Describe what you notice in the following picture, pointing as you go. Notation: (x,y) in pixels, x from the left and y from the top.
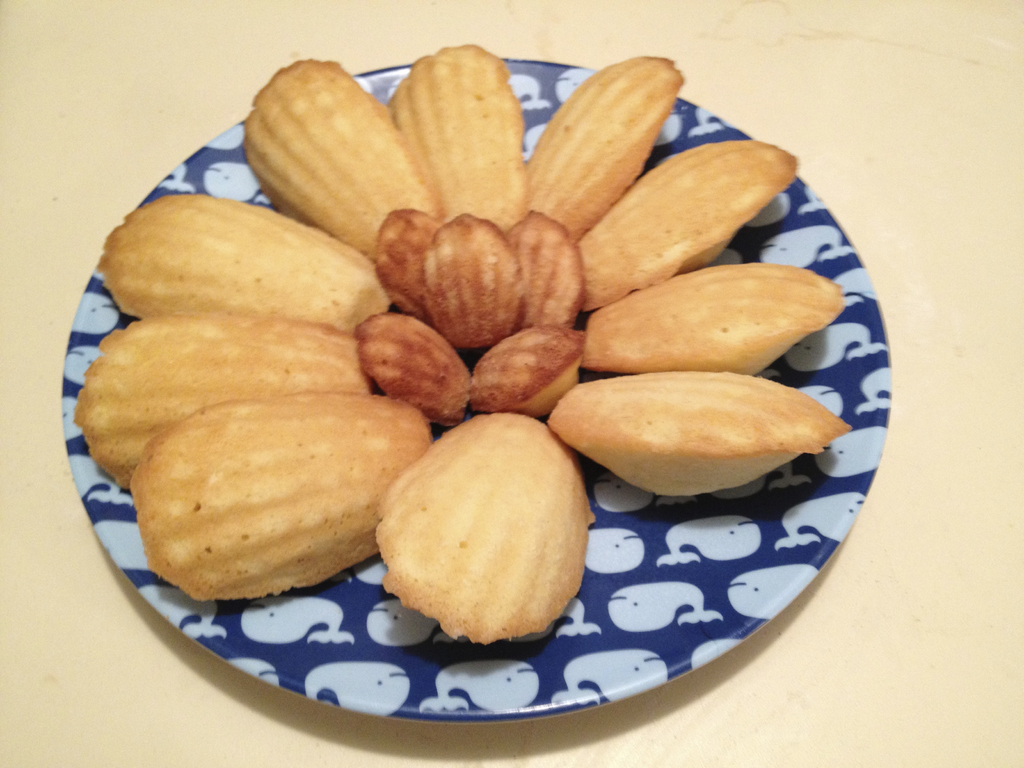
In the foreground of this image (464,297), there is a snack item (328,401) on a platter (731,600) which is on a cream surface (949,626).
